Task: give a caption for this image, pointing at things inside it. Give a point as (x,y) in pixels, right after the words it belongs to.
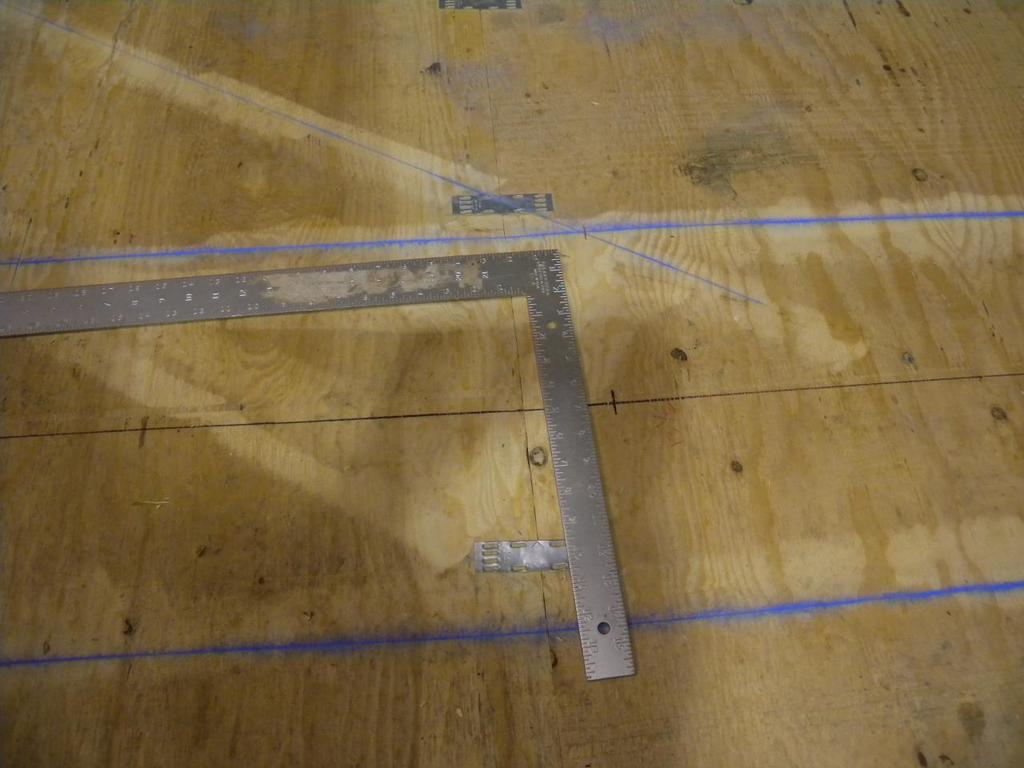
In this image we can see a measuring scale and markings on the wooden surface (343,261).
